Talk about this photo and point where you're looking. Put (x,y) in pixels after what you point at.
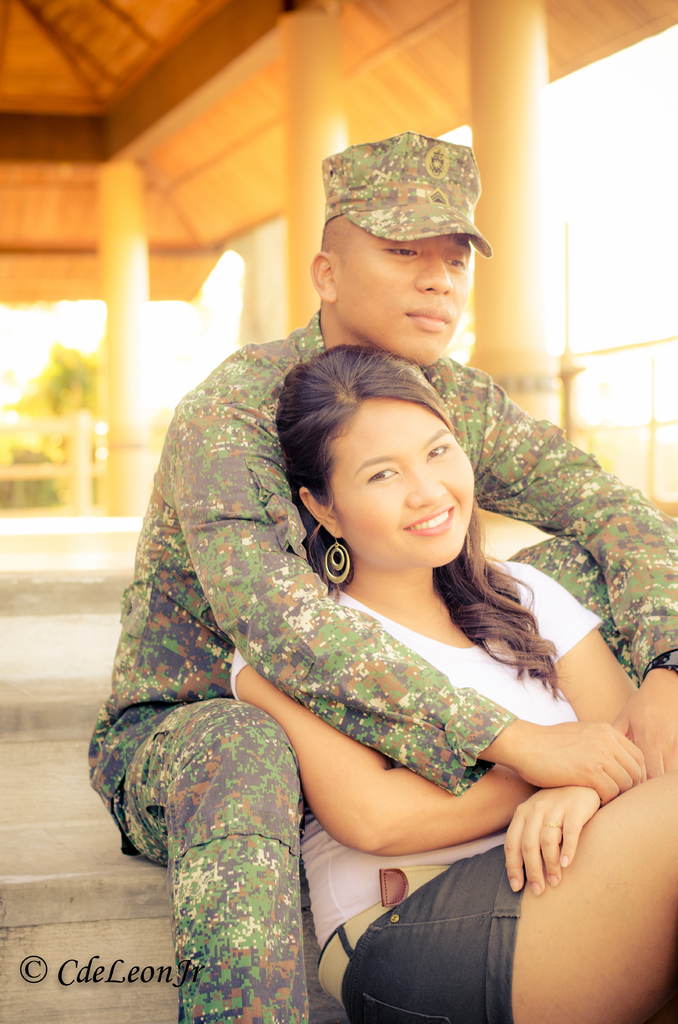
In this image there is a man (269,442) and a lady (571,809) sitting on the floor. On the top (165,133) there is roof (199,111). The background (246,39) is blurry.
